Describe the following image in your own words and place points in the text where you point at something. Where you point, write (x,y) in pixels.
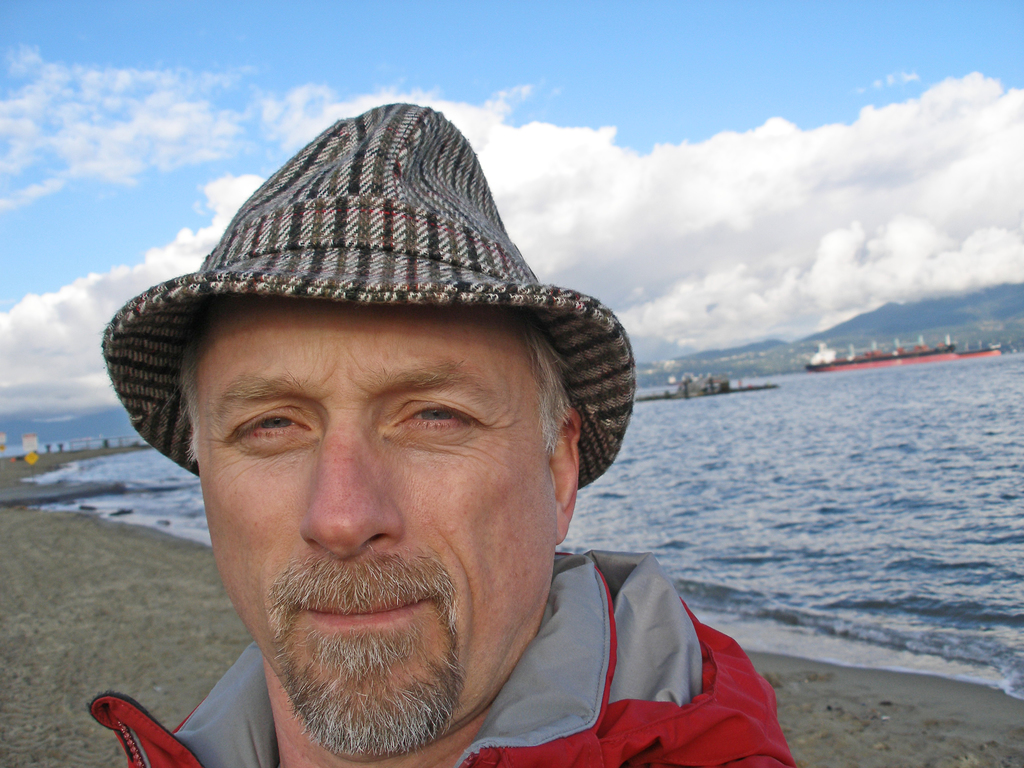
In this image we can see a person (672,601) wearing red color jacket (656,761) and a cap (481,262). In the background (812,596), we can see the water (698,534), ships (849,356) floating on the water (670,406), hills (1021,299) and the blue color sky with clouds (708,226).
